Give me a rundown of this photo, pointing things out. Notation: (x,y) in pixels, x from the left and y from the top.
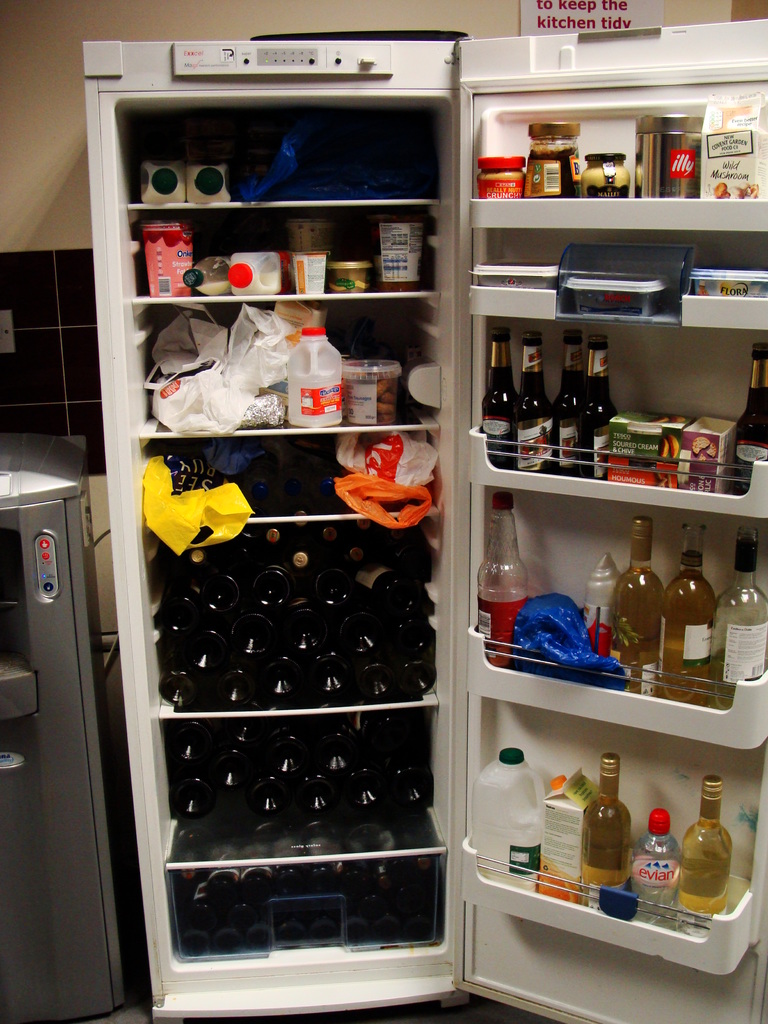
It is a fridge (334,709), there are wine bottles (356,618) and other things (338,279) in this. It is in open position.
